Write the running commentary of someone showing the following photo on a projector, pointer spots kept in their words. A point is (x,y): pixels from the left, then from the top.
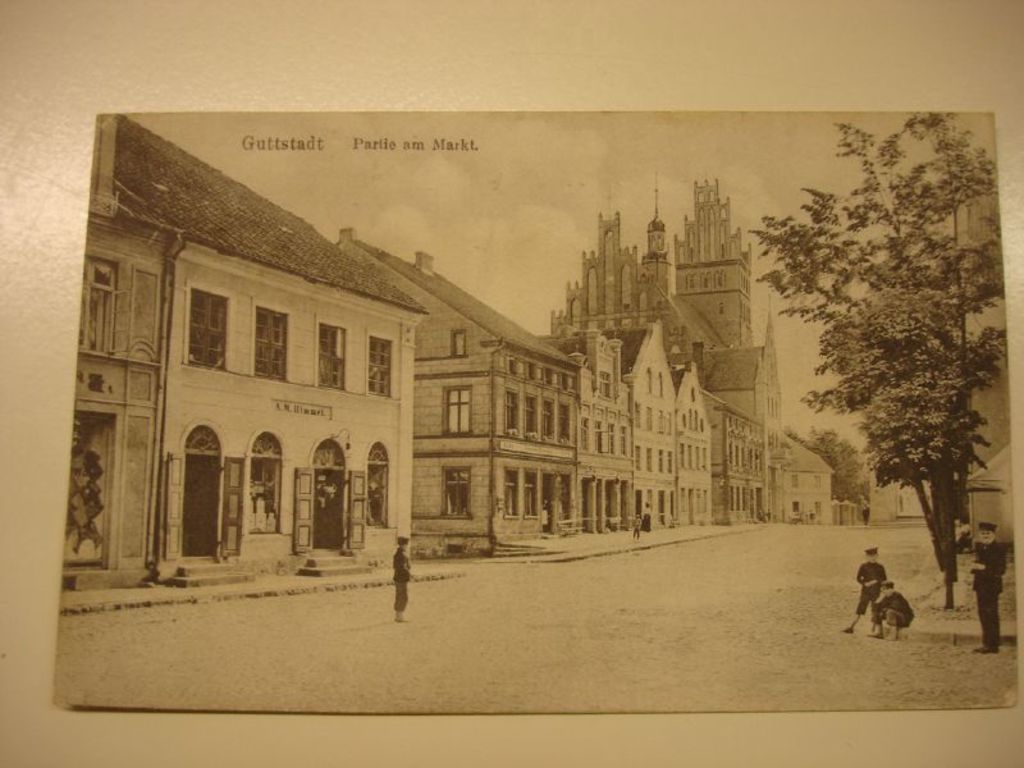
In this image we can see a card (160,424) which is placed on the surface (177,722) in which we can see a black and white picture (403,583) of some buildings (215,571), some people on the ground (754,677), trees (948,519) and the sky (581,273).
